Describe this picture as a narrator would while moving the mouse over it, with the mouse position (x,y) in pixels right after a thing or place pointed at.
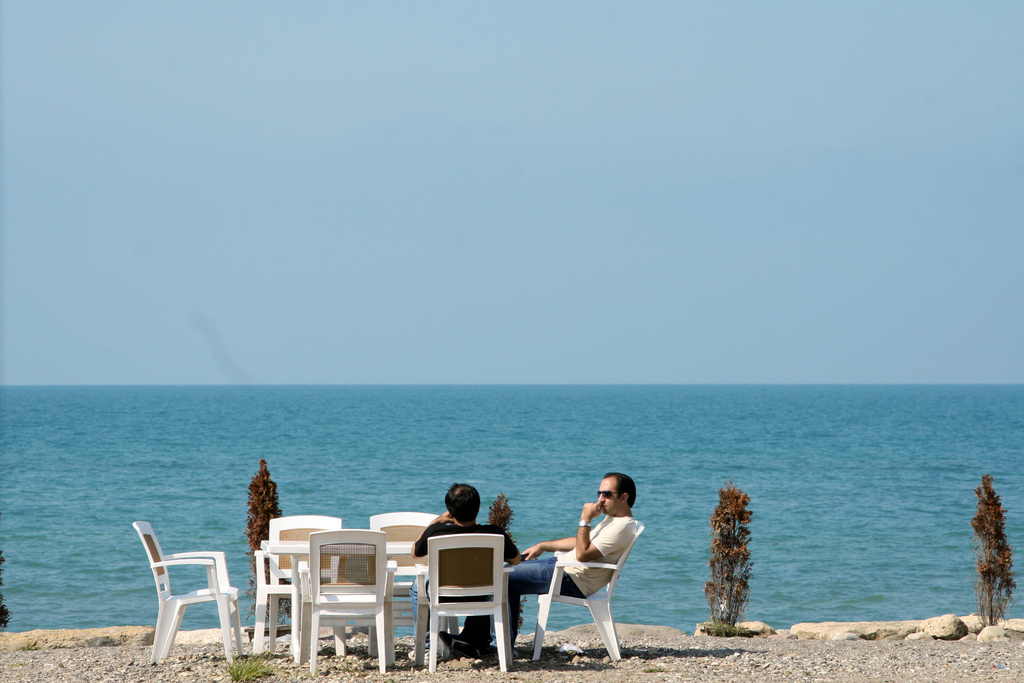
At the bottom (628,478) there are two person (615,484) sitting on the chair (505,571) in front of the table (404,549). In the middle (455,420) there is a ocean (825,494) blue in color. In the background (723,12) sky (728,274) is visible blue in color. At the bottom (723,574) plants (740,588) are visible and stones (894,625) are visible. This image is taken at the beach (363,648) during day time.
